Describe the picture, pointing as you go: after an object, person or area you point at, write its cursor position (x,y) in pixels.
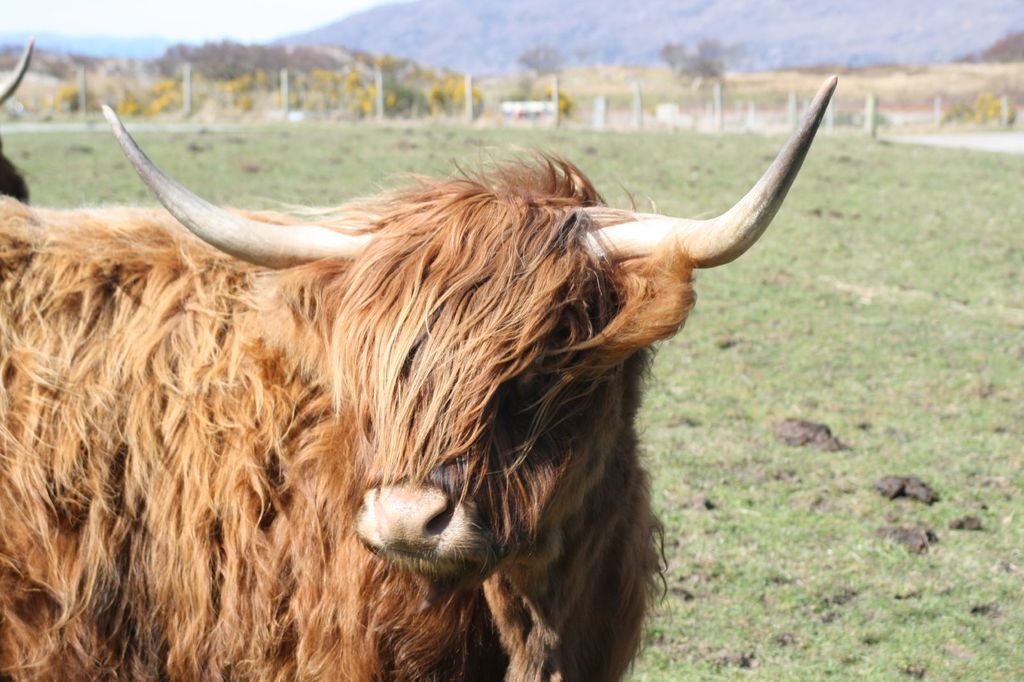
In this image I can see an animal (282,403) which is brown in color is standing on the ground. In the background (289,112) I can see few poles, few trees (394,86), few flowers (240,103) which are yellow in color, a mountain (563,13) and the sky (189,33).
